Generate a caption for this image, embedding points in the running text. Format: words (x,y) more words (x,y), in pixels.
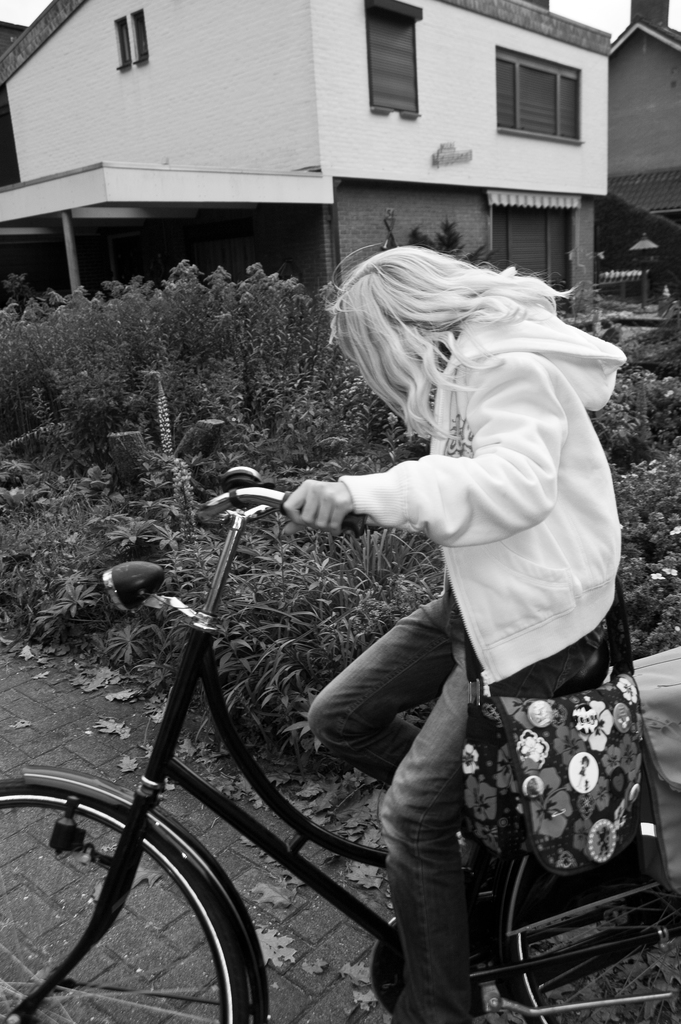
In this picture, we see a girl (474,421) who is wearing white jacket (514,553) and black bag (529,806) is riding bicycle (235,924). Beside her, we see many plants (295,621) and on background of the picture (203,105), we see a building (252,84) in white color and a door (523,247) and windows (537,133) in dark color.
